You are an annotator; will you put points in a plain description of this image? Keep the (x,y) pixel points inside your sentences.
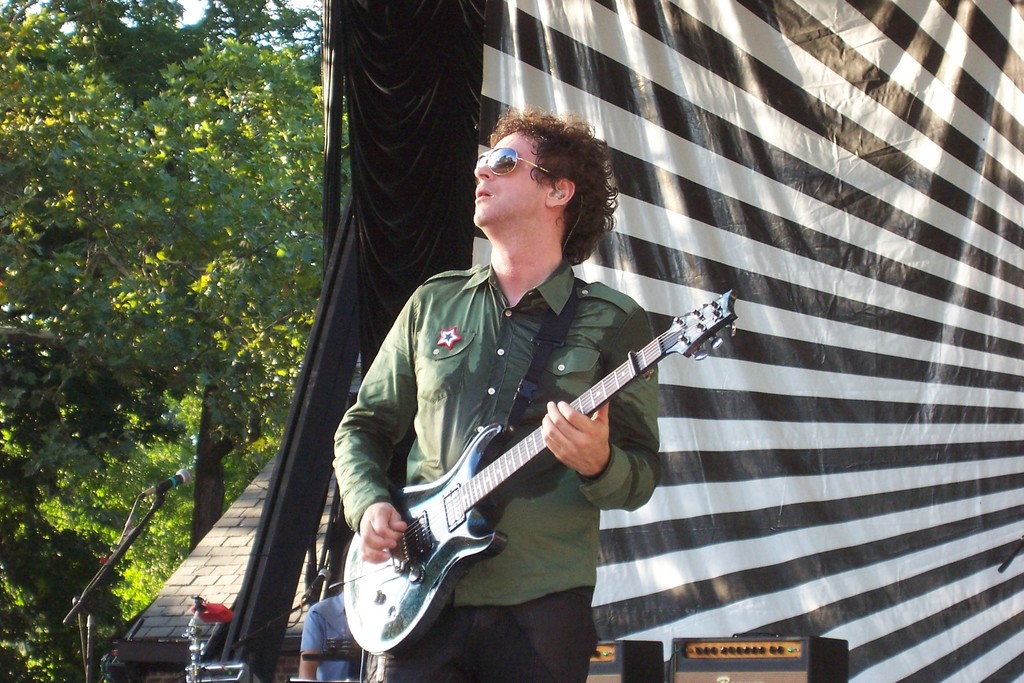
This picture shows a man (587,597) playing guitar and we see some trees (231,121) and a microphone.
